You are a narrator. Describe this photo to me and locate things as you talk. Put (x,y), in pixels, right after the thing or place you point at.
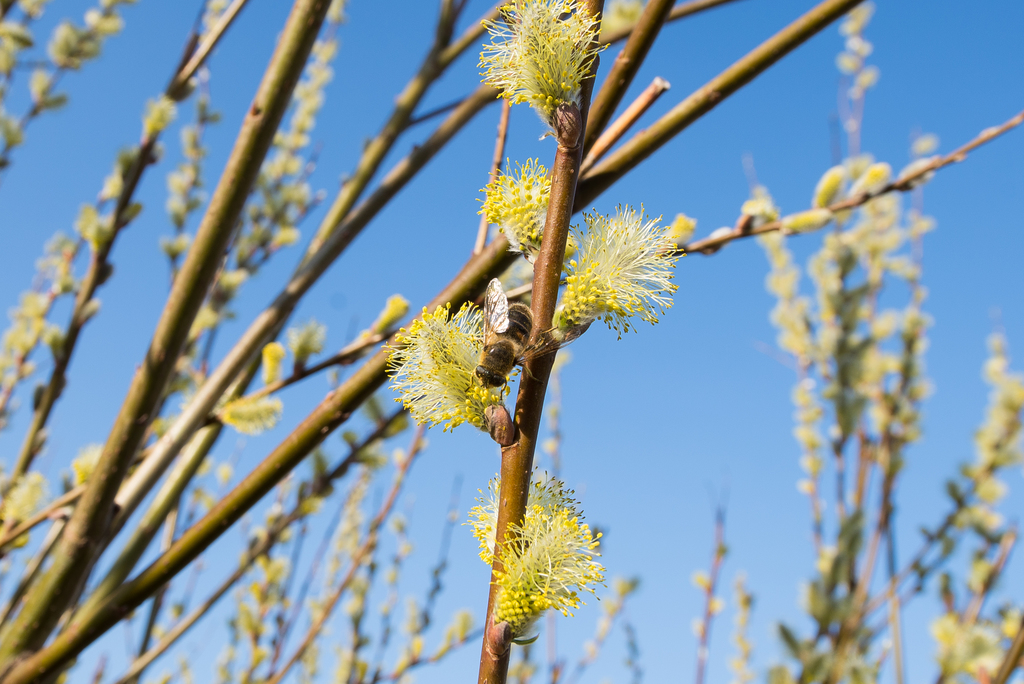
In this image there are few plants (817,360) having flowers (564,10). Front side of image there is a stem (494,635) having few flowers (553,602) and an insect (518,360) on it. Background (417,213) there is sky (615,413).
